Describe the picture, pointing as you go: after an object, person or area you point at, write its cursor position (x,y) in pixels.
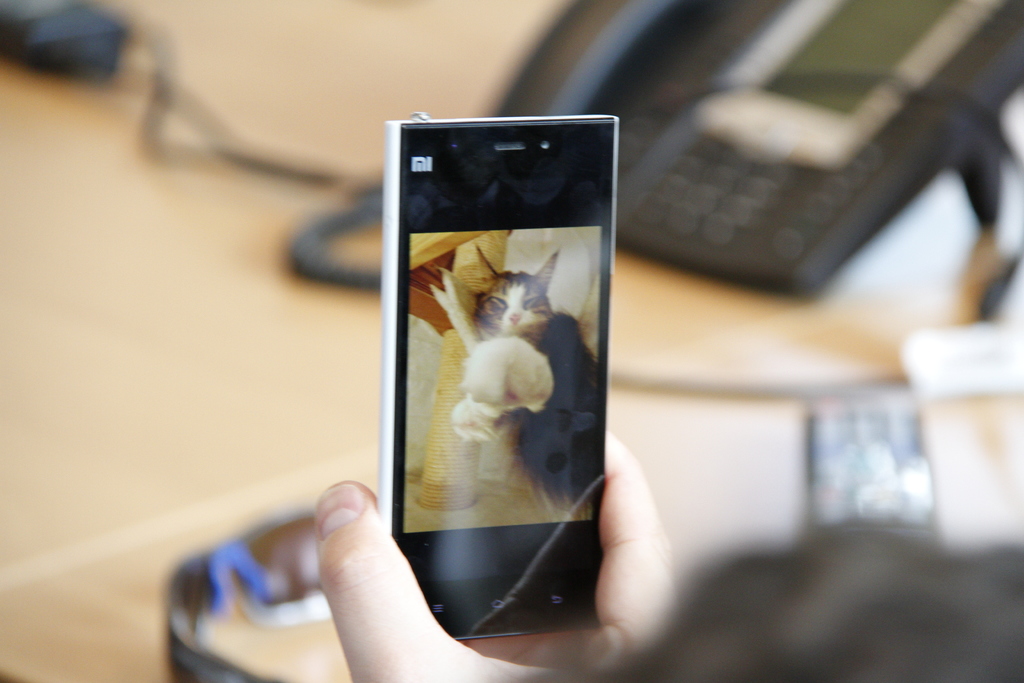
At the bottom of the image (598,605) there is a hand (627,558) of a person (620,552) with a mobile (520,415). On the mobile screen (545,392), there is a cat (529,465) and some other things (441,399). Behind the mobile (405,385), there is a table (157,355) with a telephone (745,272), goggles (292,576) and some other things (871,466).
